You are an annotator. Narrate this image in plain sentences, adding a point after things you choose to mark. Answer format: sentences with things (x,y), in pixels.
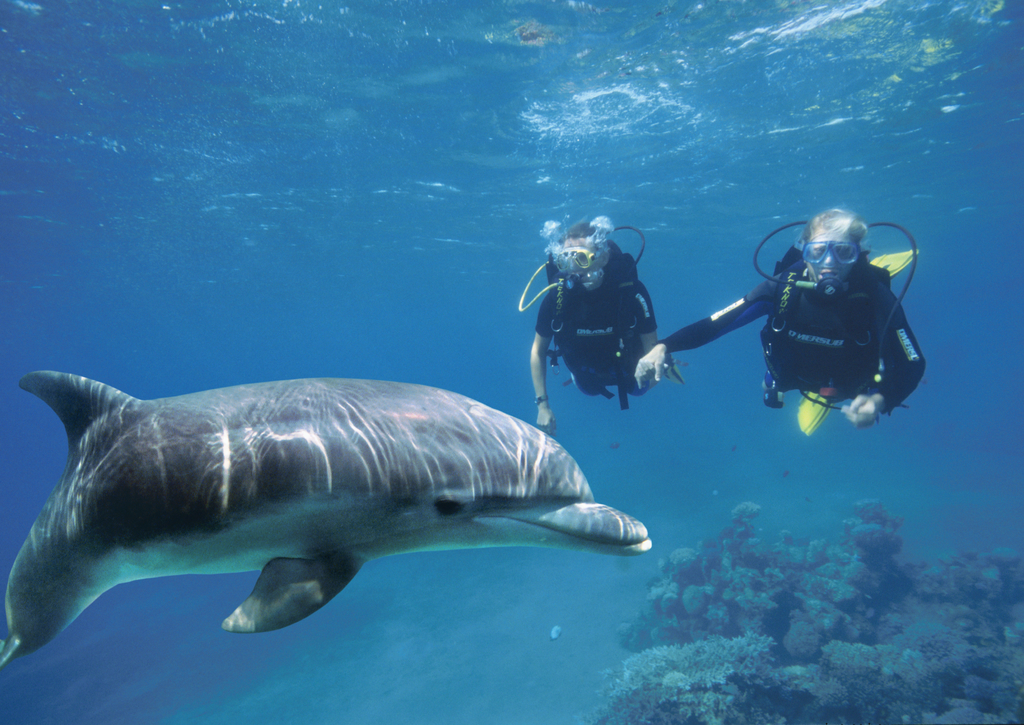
In this picture there are two persons (763,352) were wearing the same dress (862,353) and doing water diving, beside them there is a dolphin (309,497). In the bottom right corner (683,701) we can see the plants (741,611).
